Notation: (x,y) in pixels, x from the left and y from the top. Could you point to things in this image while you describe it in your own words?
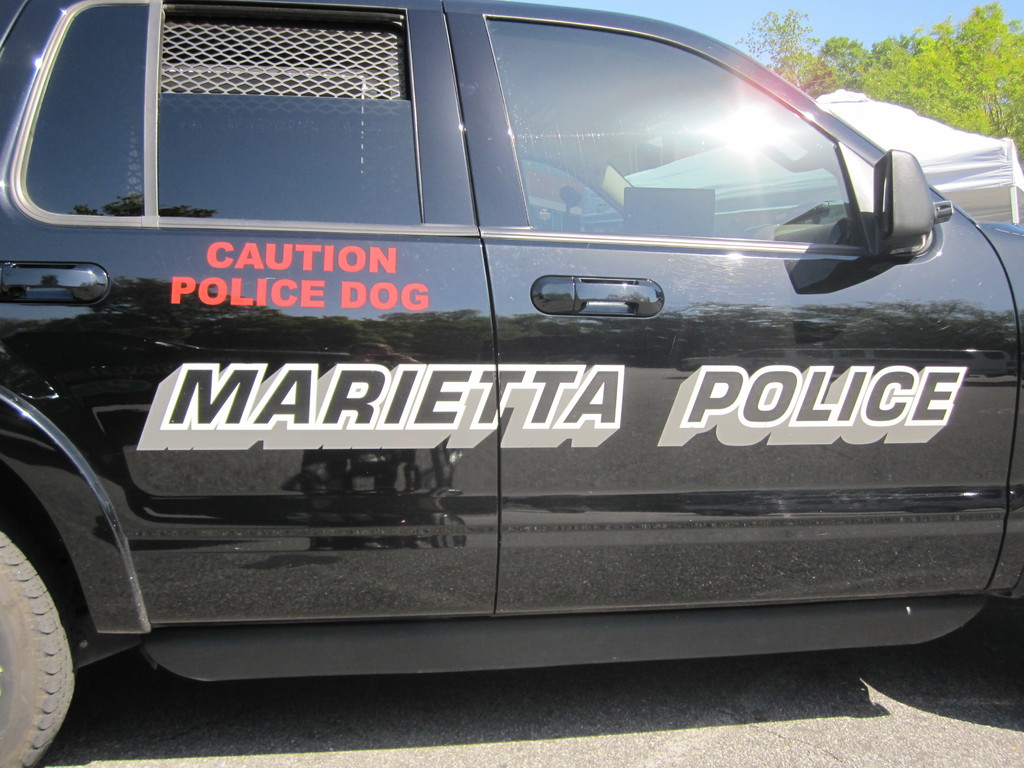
There is a zoom-in picture of a black color car (599,187) we can see there is some text (342,389) written on it. There is a white color tent (950,157) and some trees (925,104) are present at the top right corner of this image (991,97).
